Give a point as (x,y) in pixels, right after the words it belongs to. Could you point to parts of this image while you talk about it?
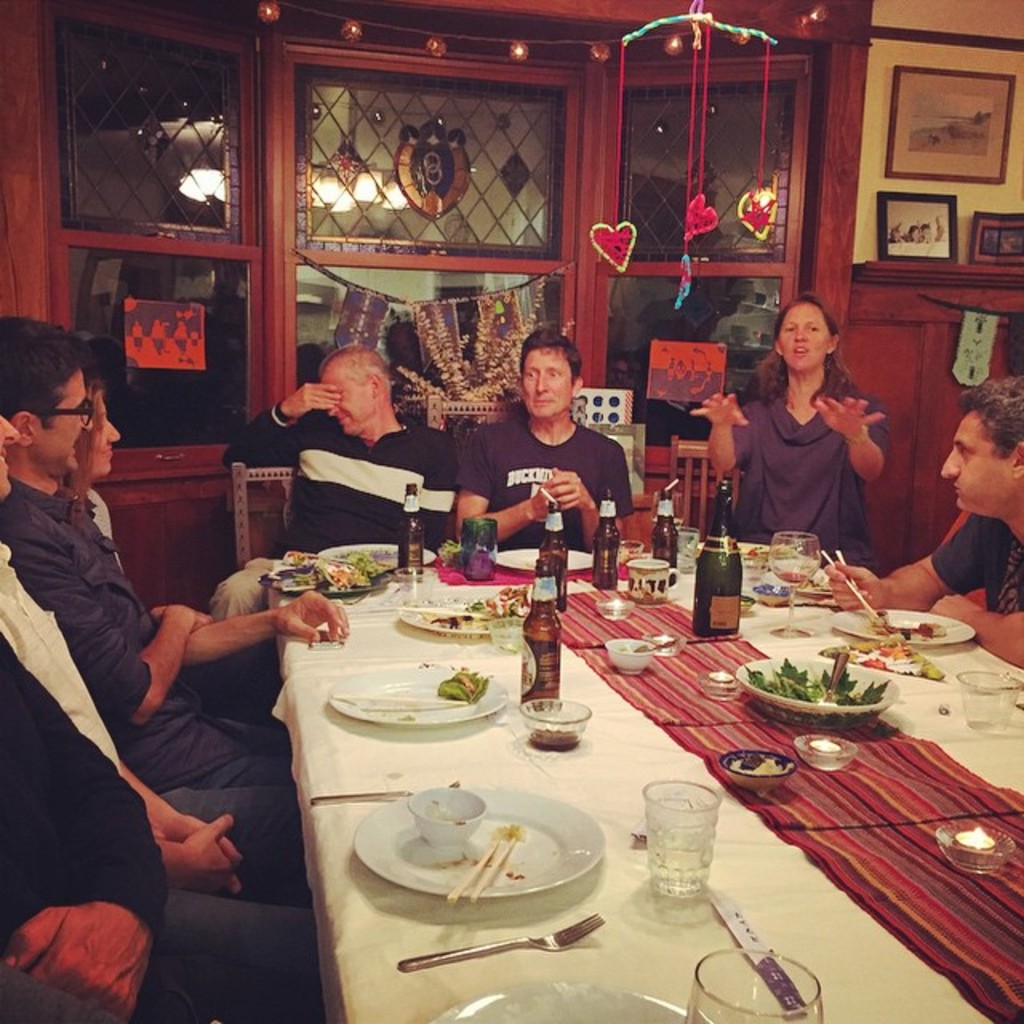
In this image there are people (397,489) sitting on the chairs (709,489) at the table (657,741). There is a cloth (852,844) spread on the table (716,902). On the table (562,802) there are plates (381,572), bowls (809,663), glasses (515,631), bottles (701,547), food (482,682) and chopsticks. Behind them there are glass windows (228,203) to the wall (22,280). There are decorative things (761,178) hanging to the ceiling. To the right (949,286) there is a cupboard (908,346). There are picture frames (910,229) on the cupboard (917,359). In the top right (934,122) there is a picture frame (942,105) hanging on the wall (989,57).
